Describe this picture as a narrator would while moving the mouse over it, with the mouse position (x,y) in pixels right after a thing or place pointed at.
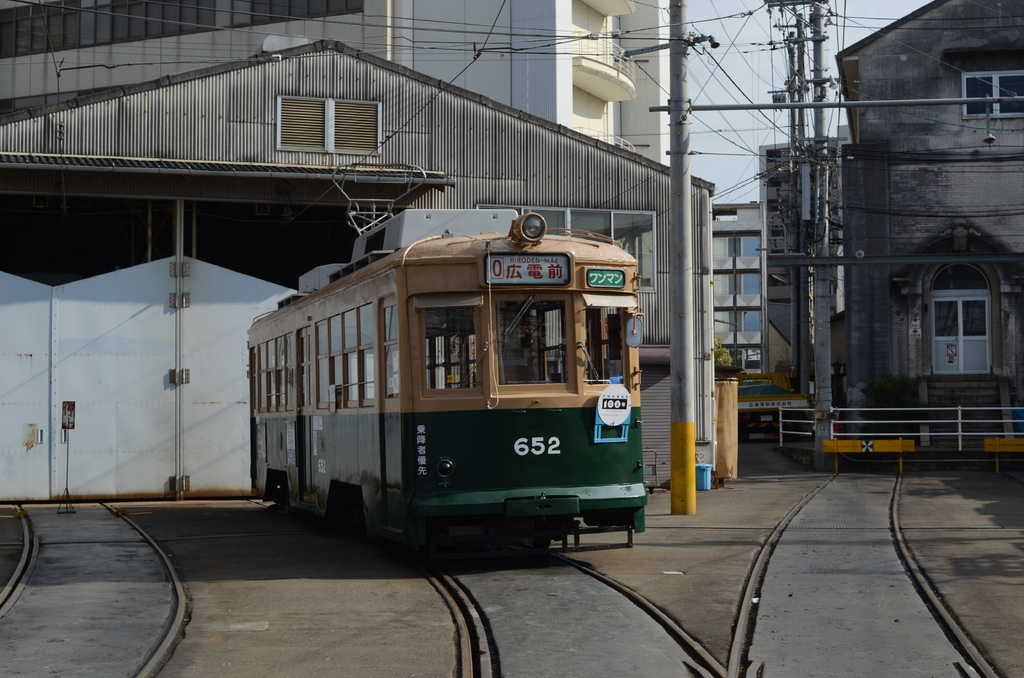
In this image we can see a tram (577,517) on the track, there we can see few electric poles (682,96) and cables (728,80), few buildings (315,204), ventilator (322,133), gate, windows (965,289), a fence (930,431), small sign boards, vehicle (778,378), cc camera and the sky (731,103).
